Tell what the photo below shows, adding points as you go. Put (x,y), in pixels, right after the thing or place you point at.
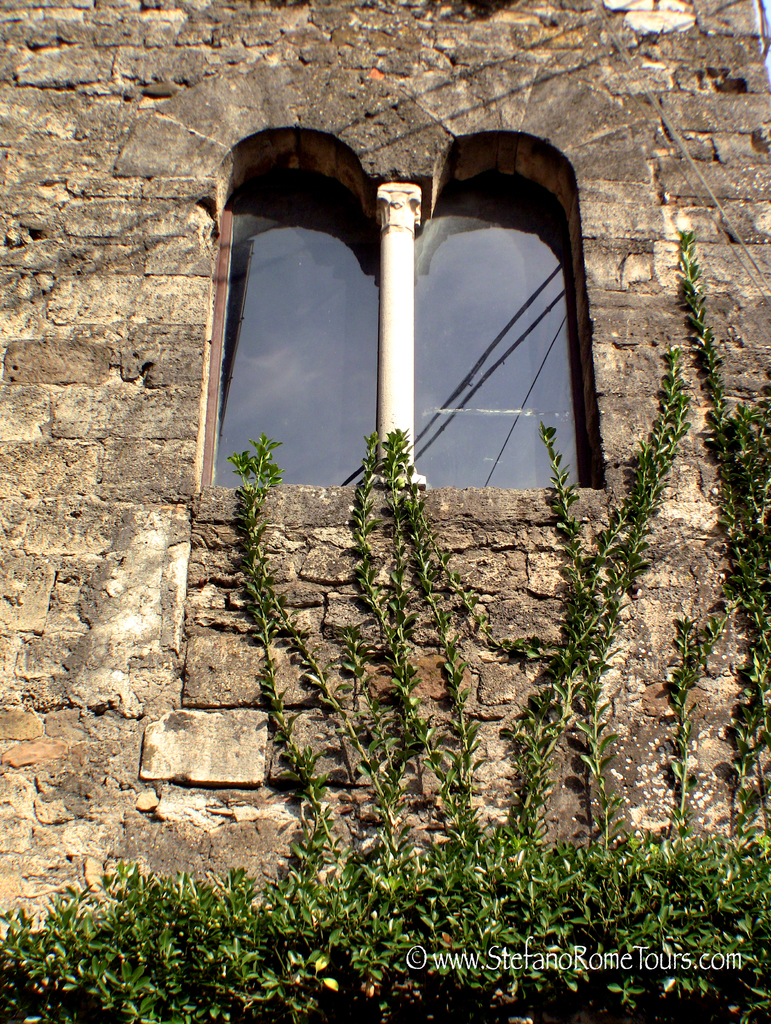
In this image we can see plants (404,860), wall (141,597) built with cobblestones (357,687) and windows (315,357).
